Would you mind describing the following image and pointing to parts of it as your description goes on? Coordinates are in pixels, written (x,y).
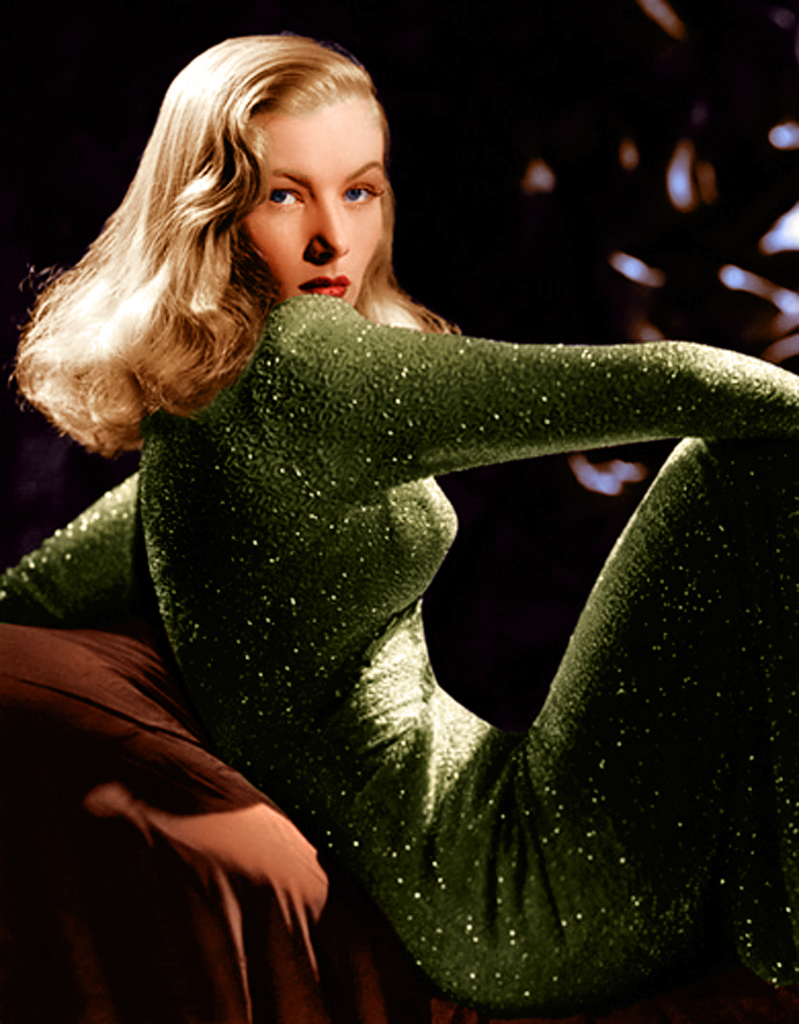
In this picture I can see a woman (385,535) is sitting on an object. The woman (415,452) is wearing green color dress (458,740). The background of the image (498,682) is dark.
